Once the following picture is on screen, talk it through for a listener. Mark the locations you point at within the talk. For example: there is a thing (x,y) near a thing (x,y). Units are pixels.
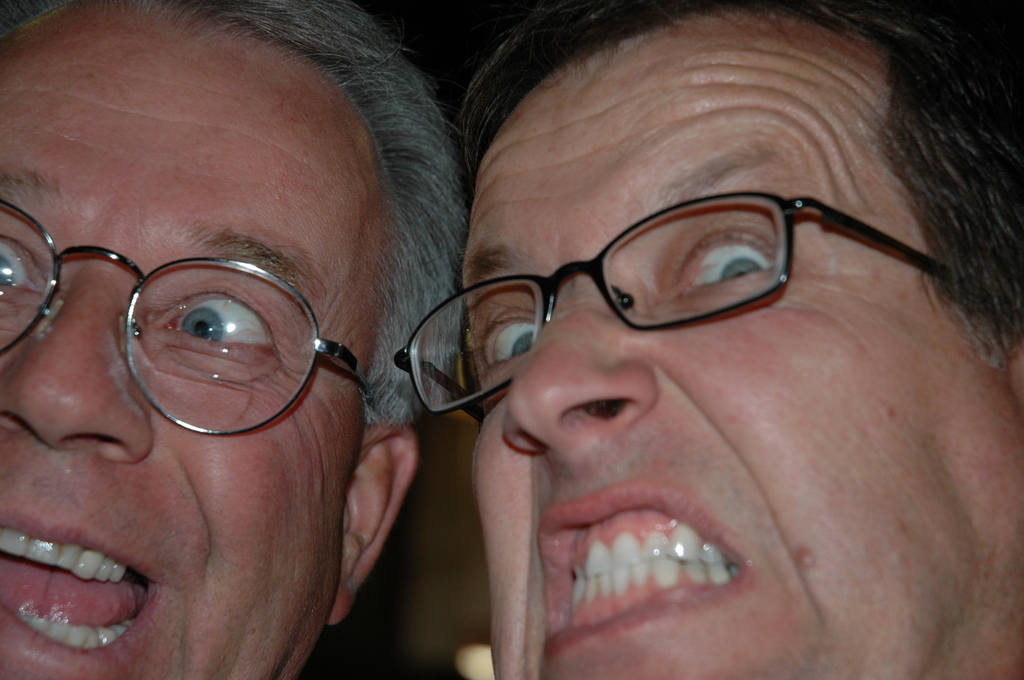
In the picture we can see two men (778,429) are facing giving some expressions showing their teeth (4,535).
